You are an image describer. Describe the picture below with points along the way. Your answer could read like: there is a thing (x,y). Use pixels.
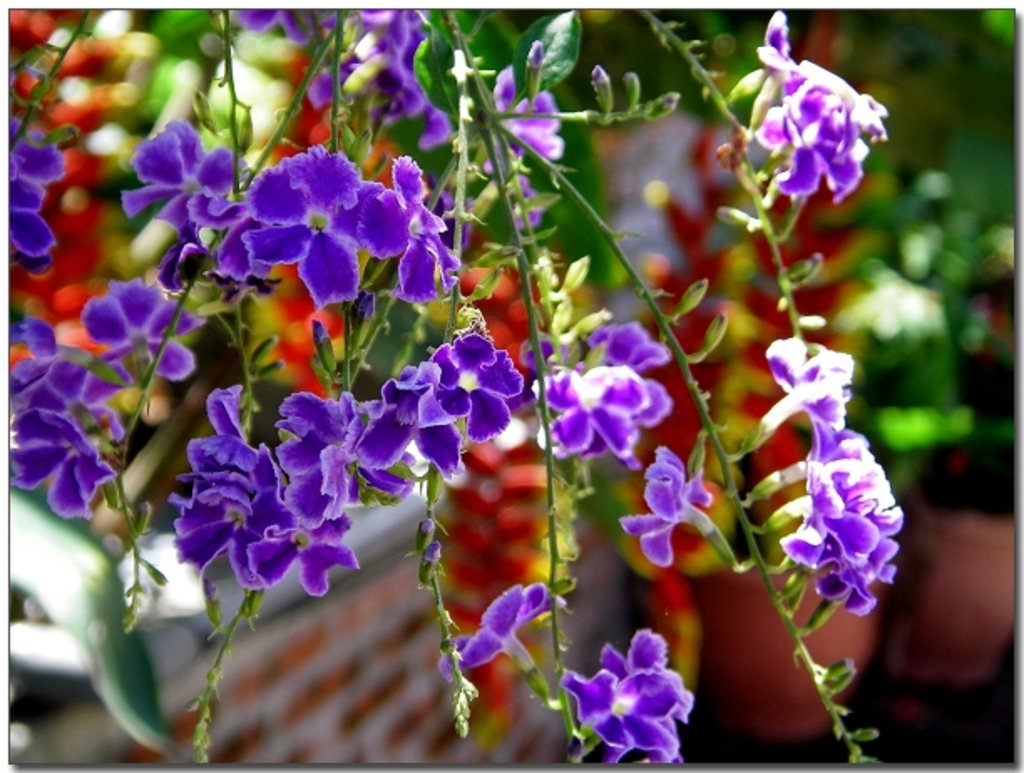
In this picture there are purple color flowers (51,430) on the plant (200,470). At the back (166,628) there is a wall (325,651) and there are plants (889,329) in the pots (909,545).
